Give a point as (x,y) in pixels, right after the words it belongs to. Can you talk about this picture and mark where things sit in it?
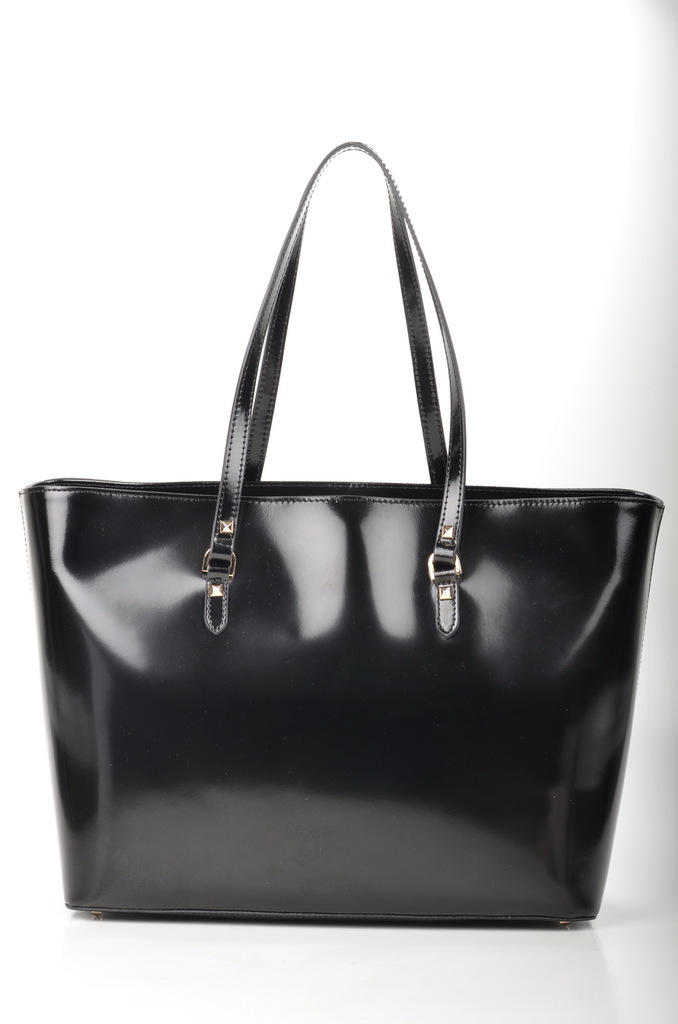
Black color handbag (370,648) with the straps (292,284).
